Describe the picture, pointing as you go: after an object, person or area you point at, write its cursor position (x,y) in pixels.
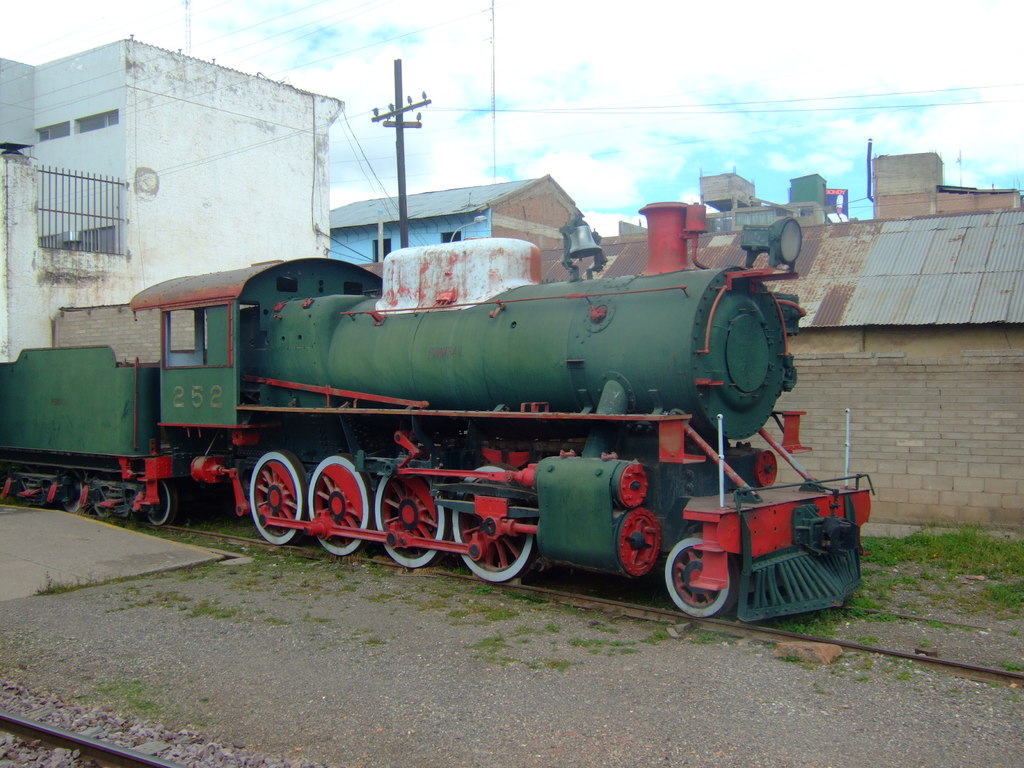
In the image there is a train (499,469) in the foreground (703,478), behind the train (676,482) there is a wall (838,331) and in the background (268,160) there are many houses (299,223) and buildings (201,197).
